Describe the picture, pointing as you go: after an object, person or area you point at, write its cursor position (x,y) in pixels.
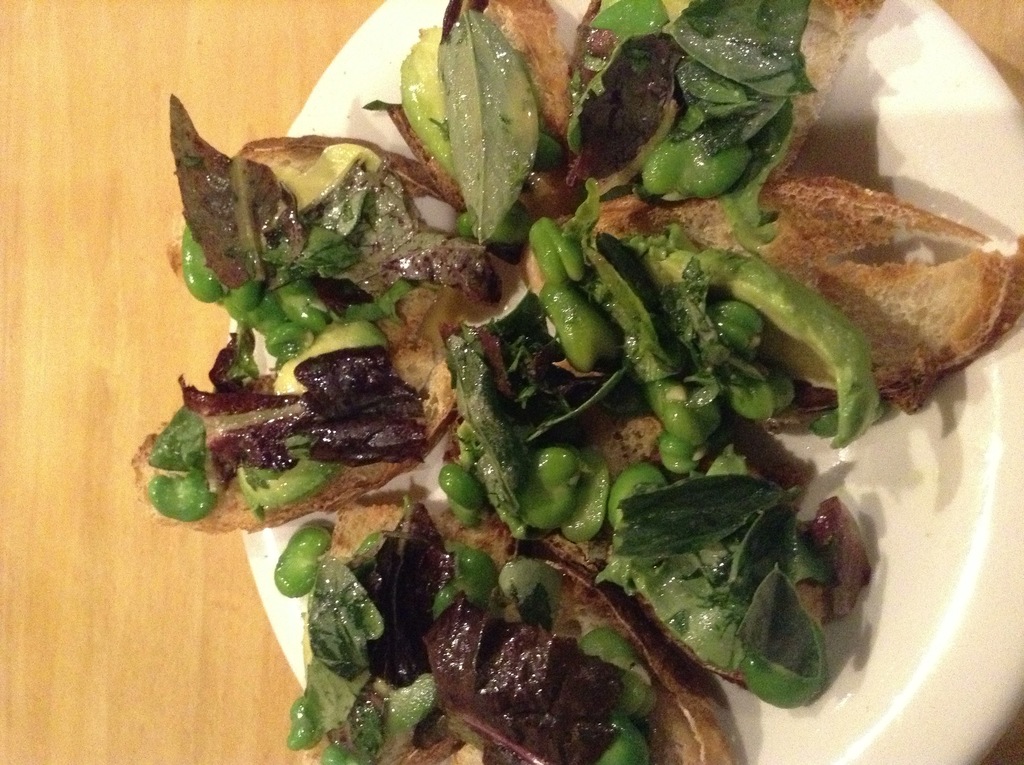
In this image, we can see a plate (914,584) contains some food (459,522).
